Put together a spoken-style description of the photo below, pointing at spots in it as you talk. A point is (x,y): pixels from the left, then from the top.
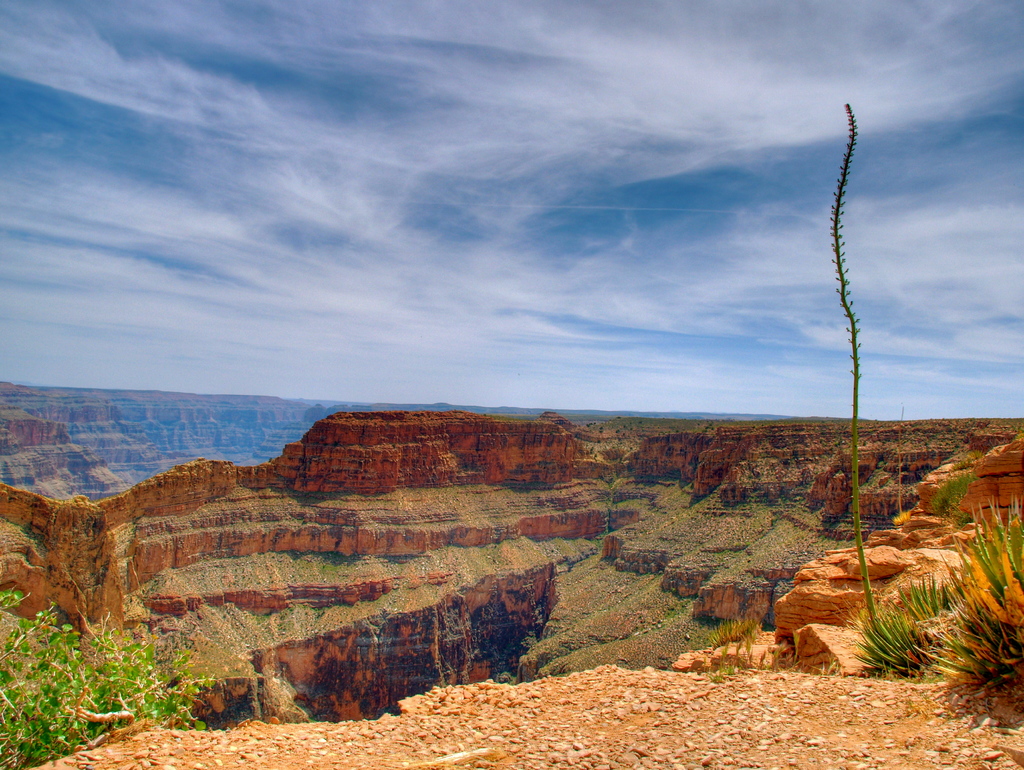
I think these look like plateaus (565,500). I can see the plants (59,695). This is the tree (57,703). These are the clouds (451,160) in the sky (622,183).
